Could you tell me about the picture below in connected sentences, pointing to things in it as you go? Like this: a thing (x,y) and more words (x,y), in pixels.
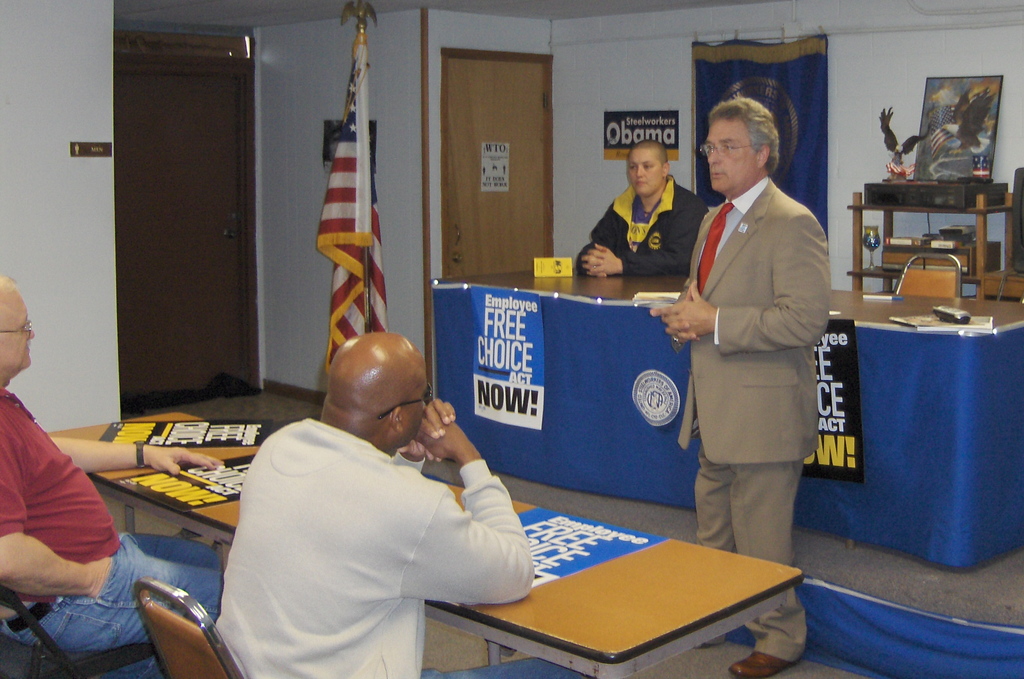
In this picture, we see two men (110,524) are sitting on the chairs (153,614). In front of them, we see a table (543,598) on which the posters (548,539) in blue and black color are placed. In the middle of the picture (678,332), we see a man (685,338) is standing and he is trying to talk something. Behind him, we see a table (892,314) on which books (926,318) and a yellow color box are placed. We see a sheet (625,402) in blue color on which the posters (861,412) are pasted. Behind that, we see a woman (618,214) is sitting on the chair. On the right side (965,210), we see a rack (933,211) in which photo frame (952,177) and some other objects (927,243) are placed. Beside that, we see the curtain (805,93) or the sheet (795,64) in blue color. Behind that, we see a wall (638,106) on which the black color board (671,124) is placed. On the left side (335,104), we see the door (211,213), wall (301,136) and a flag (335,217) in white, red, blue and yellow color.
